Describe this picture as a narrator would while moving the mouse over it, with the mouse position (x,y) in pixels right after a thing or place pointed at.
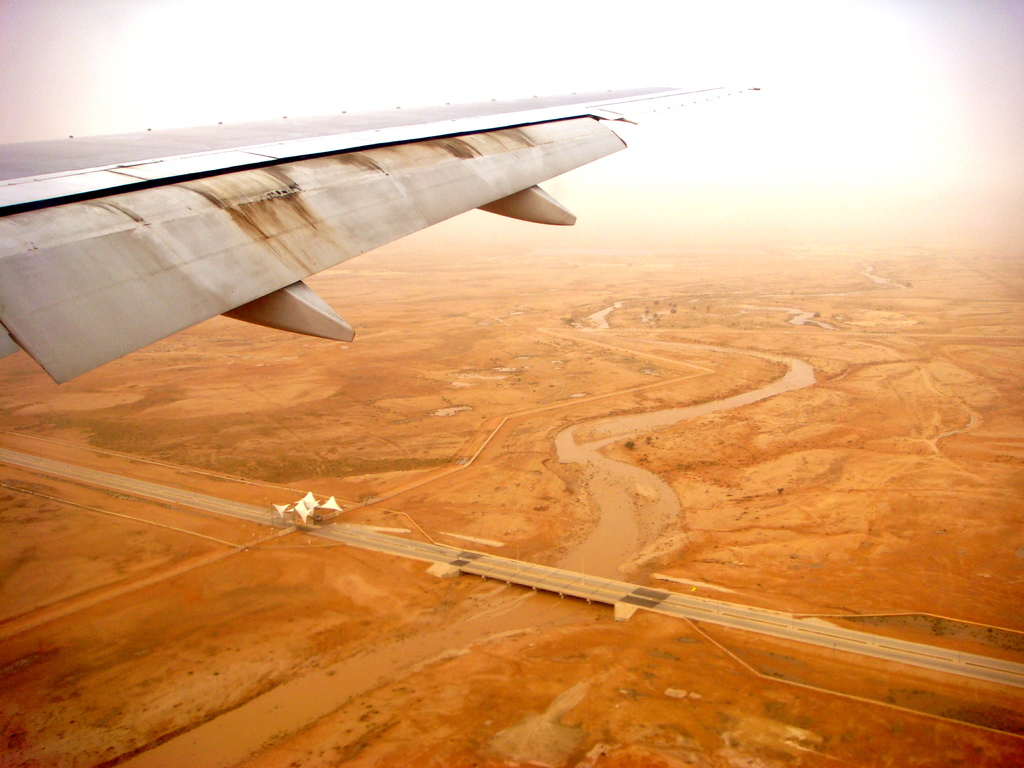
In the image we can see there is a side wing (387,164) of an aeroplane (436,160) and there is mud (533,627) on the ground (535,423).
